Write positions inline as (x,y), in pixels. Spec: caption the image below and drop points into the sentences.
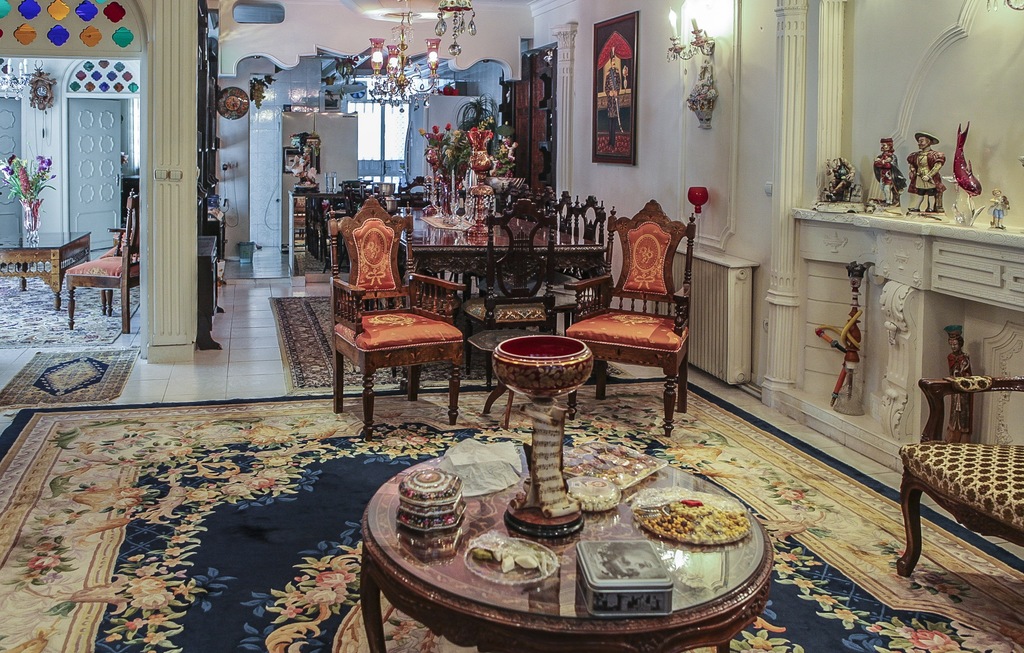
In the image we can see there are decorative items (568,526) kept on the table (467,501), there is a dining table (445,253) and there are chairs (433,317). On the top (416,105) there is a chandelier (395,62) and there are photo frames (622,93) on the wall (658,77). There is a vase (28,218) in which there are flowers (41,188) kept on the table (47,236).
